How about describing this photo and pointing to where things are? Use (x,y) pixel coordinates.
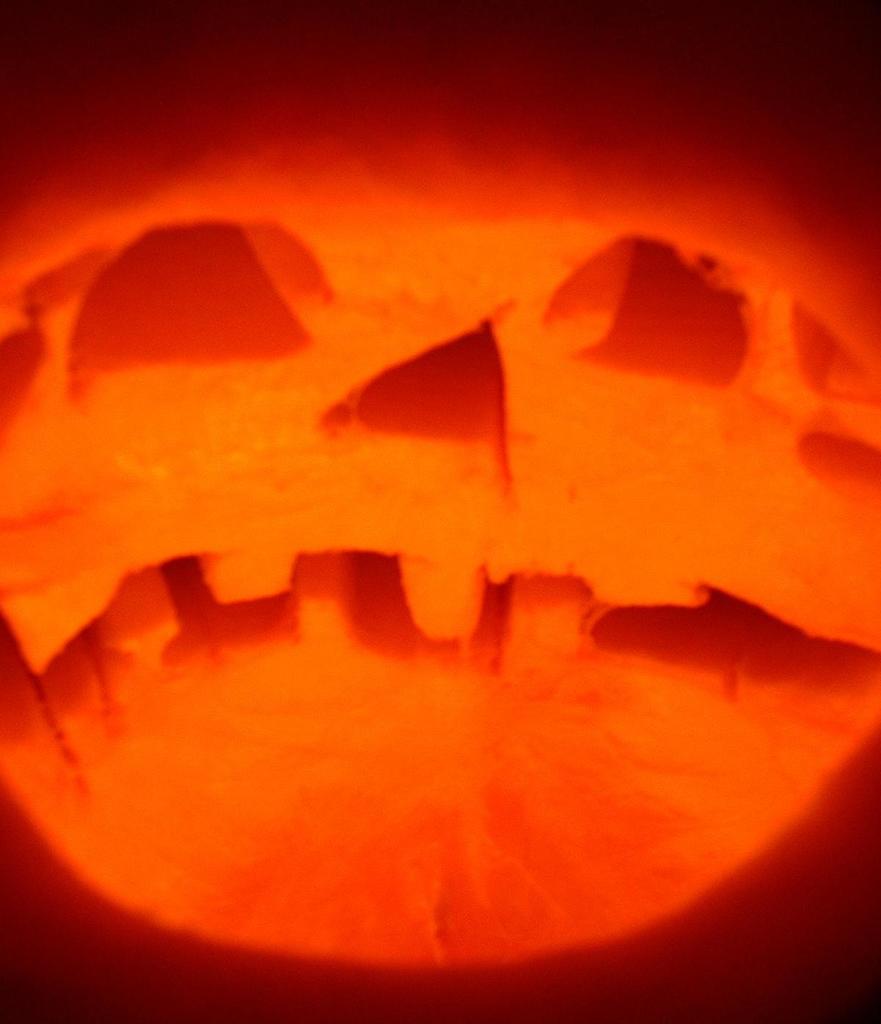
In this image I can see an orange colour thing (298,345).
